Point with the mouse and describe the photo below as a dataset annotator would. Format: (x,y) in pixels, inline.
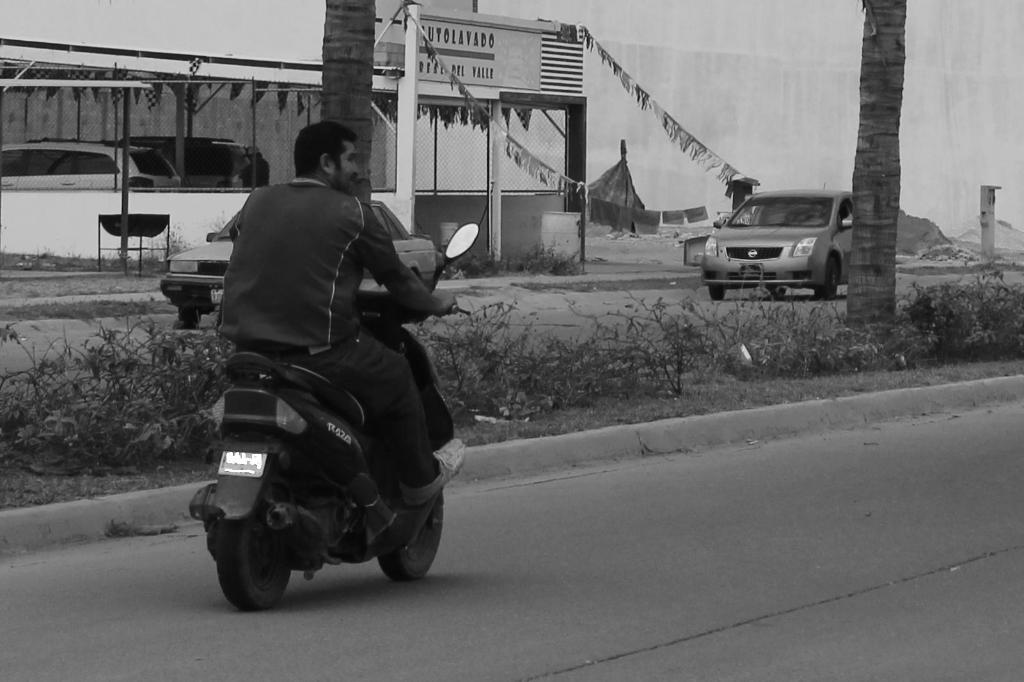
In this image i can see a man (378,392) riding on the bike (405,312) and i can see plants (648,344) kept on the floor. and i can see in the background (485,124) there is a tent (418,56). under the tent (419,72) there are two cars (206,167) kept and i can see a text (455,40) written on the tent (475,33). and i can see a wall (721,77) near to the tent (523,56).
